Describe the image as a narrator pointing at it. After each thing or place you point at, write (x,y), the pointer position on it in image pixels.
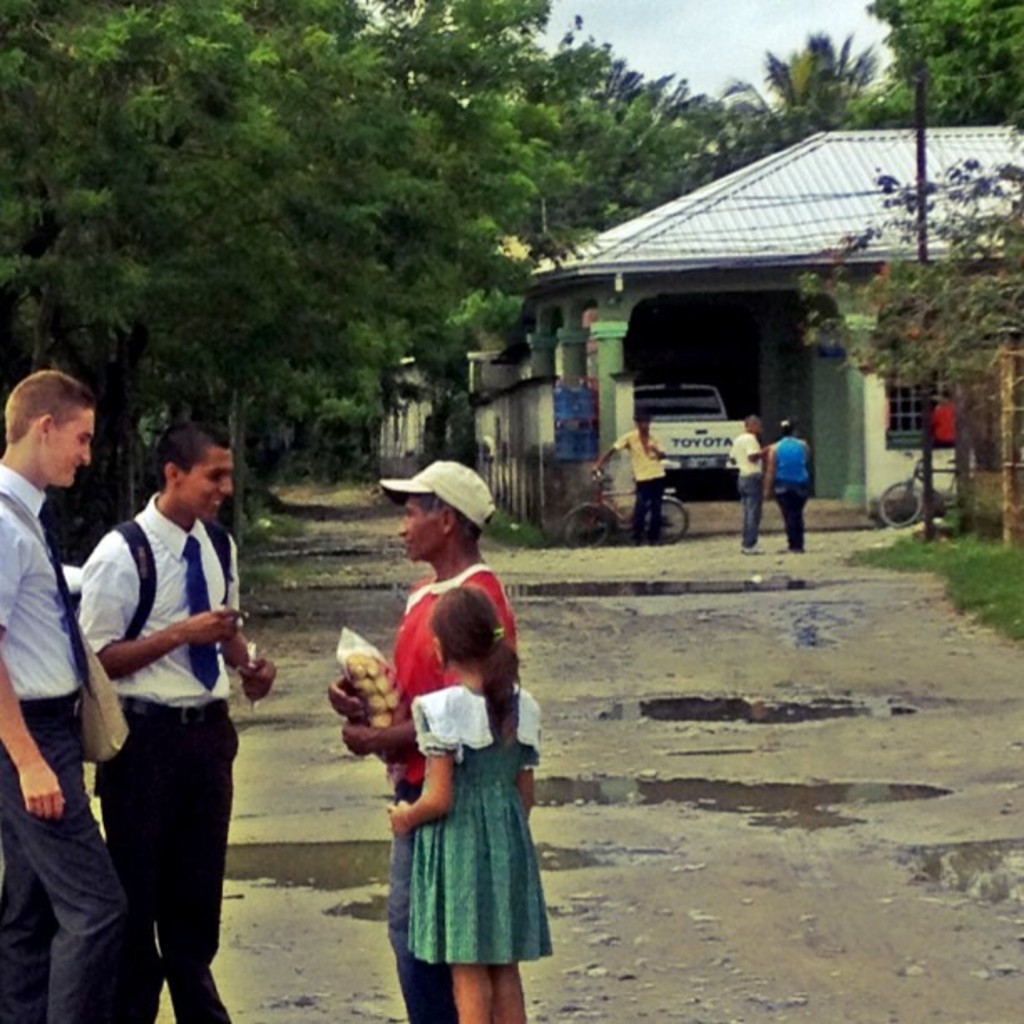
In this image in the front (390,706) there are persons (20,637) standing and smiling. In the background (492,246) there are trees (558,245), there are persons (638,487), bicycles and there is a building (619,324) and there is a car (678,428) with some text (689,443) written on it. There is grass (999,568) on the ground (996,551) and there is a pole (919,169). In the center (624,593) there is water (785,809) on the road (707,647).
